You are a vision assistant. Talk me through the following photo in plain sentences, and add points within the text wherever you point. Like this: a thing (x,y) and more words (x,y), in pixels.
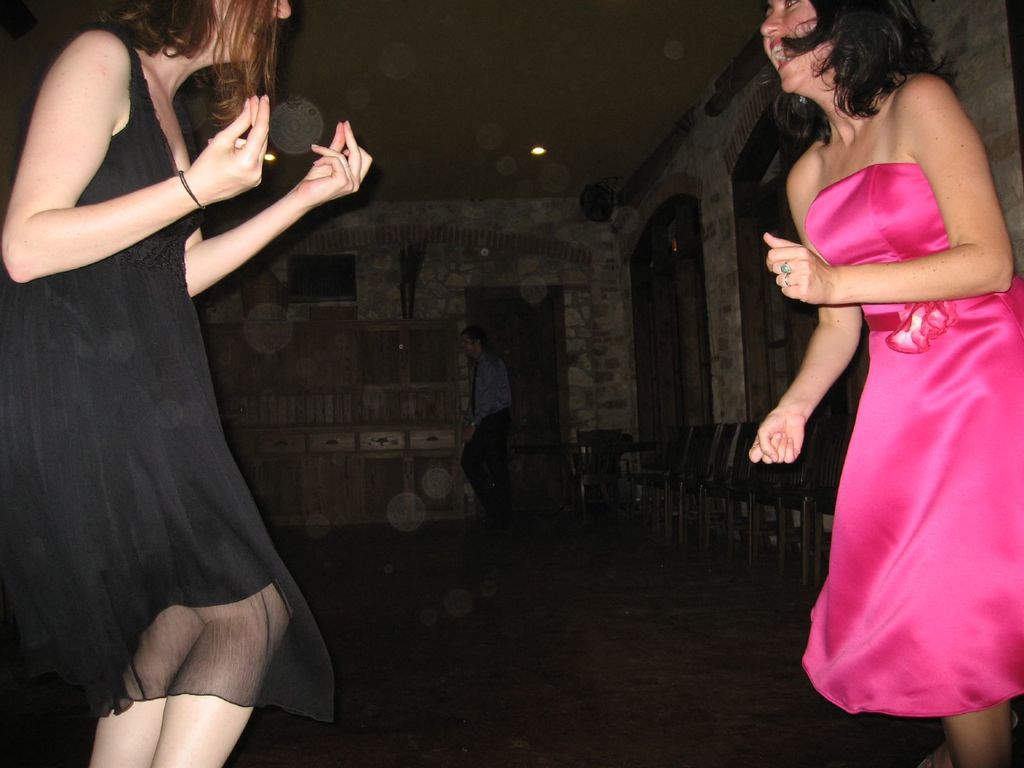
In the image we can see two women (893,331), wearing clothes (117,428) and they are smiling, and it looks like they are dancing. Here we can see chairs (691,506) and the background (467,193) is dark.
